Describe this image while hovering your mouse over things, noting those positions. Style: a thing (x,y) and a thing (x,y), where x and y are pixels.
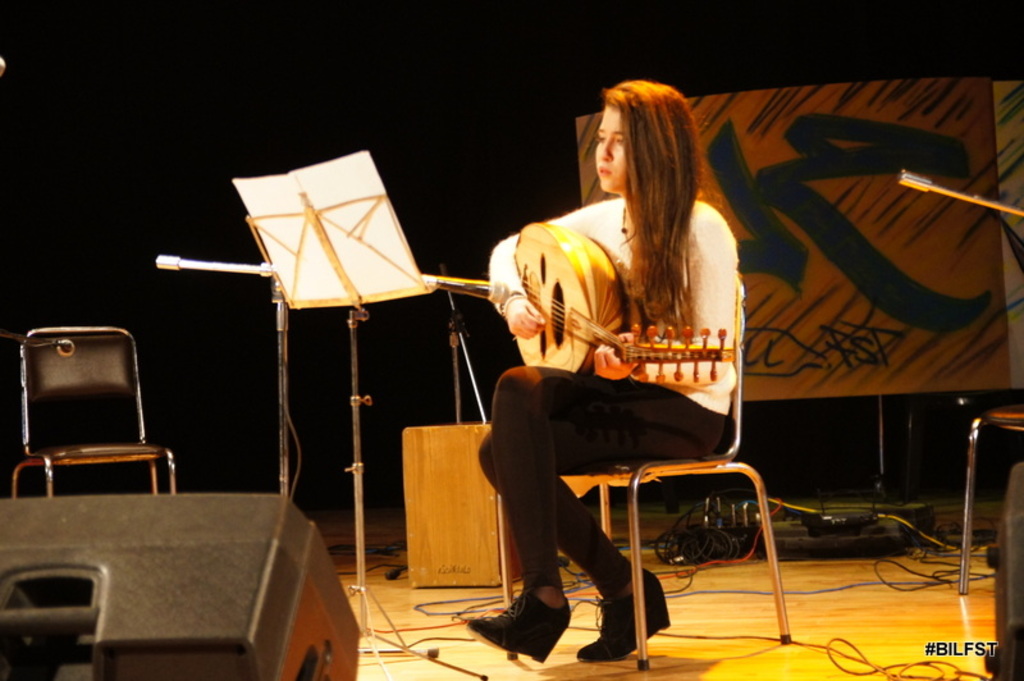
Woman (667,281) is sitting on the chair (709,466) holding guitar (566,305), seeing to the paper (350,213), beside there is chair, speaker (242,578), cables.
